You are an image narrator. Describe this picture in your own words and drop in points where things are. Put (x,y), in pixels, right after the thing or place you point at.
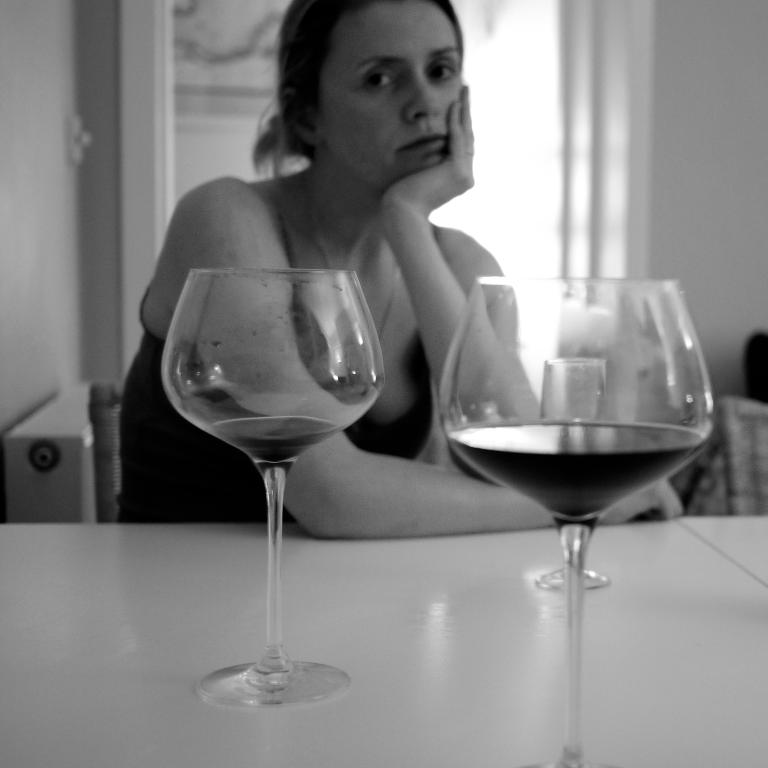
In this image there is a woman (286,293) sitting in a chair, in front of the woman (311,112) on the table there are two glasses (492,397) of wines (548,461), behind the woman (221,258) there is a wall (218,133), there are room heaters (79,456) and some objects (747,476).
